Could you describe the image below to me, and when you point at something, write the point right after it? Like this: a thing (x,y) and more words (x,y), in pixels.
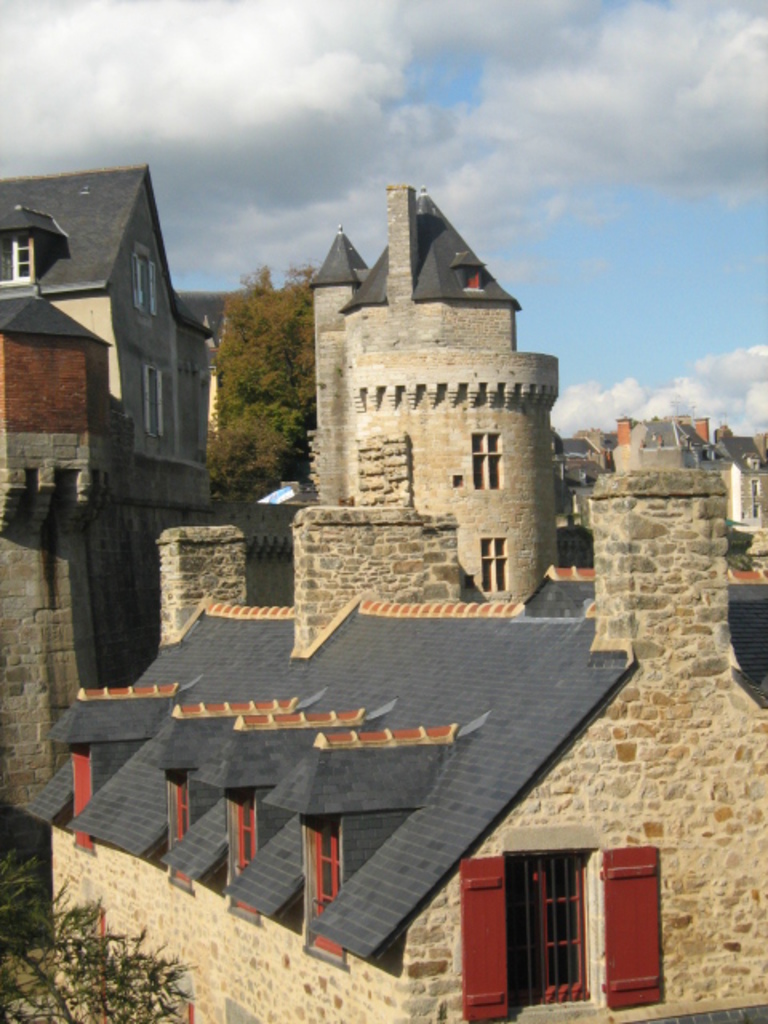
In this image we can see buildings (360,810), plants (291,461), trees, chimneys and sky (474,195) with clouds (402,72).
